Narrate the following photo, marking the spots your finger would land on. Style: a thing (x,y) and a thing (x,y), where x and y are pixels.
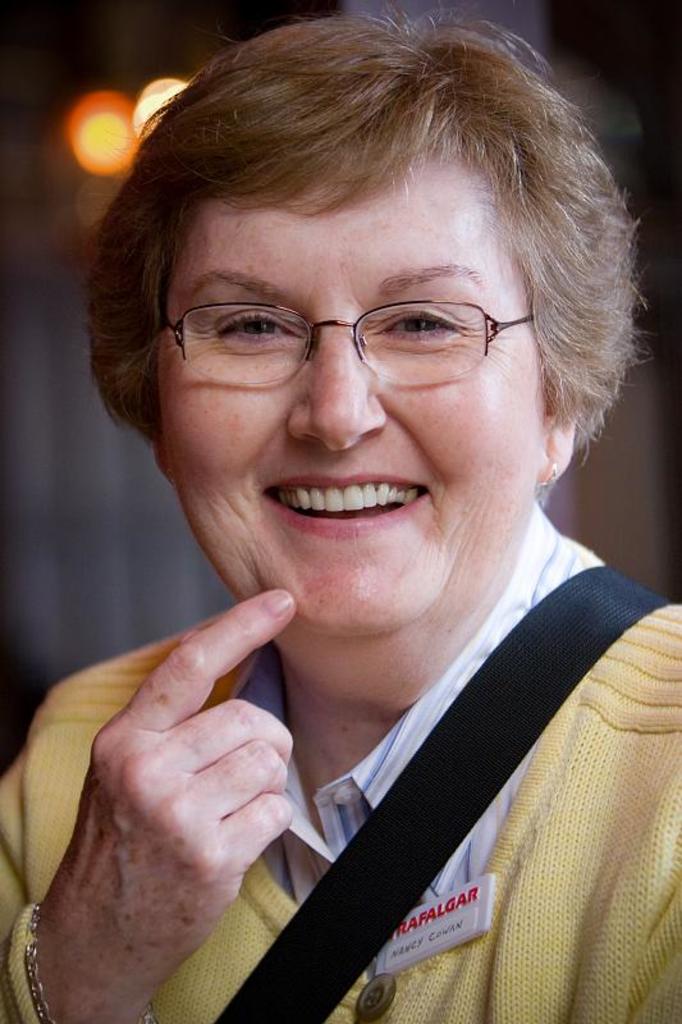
In this image we can see a person (317,629). In the background of the image (30,438) there is a blur background (9,493).
